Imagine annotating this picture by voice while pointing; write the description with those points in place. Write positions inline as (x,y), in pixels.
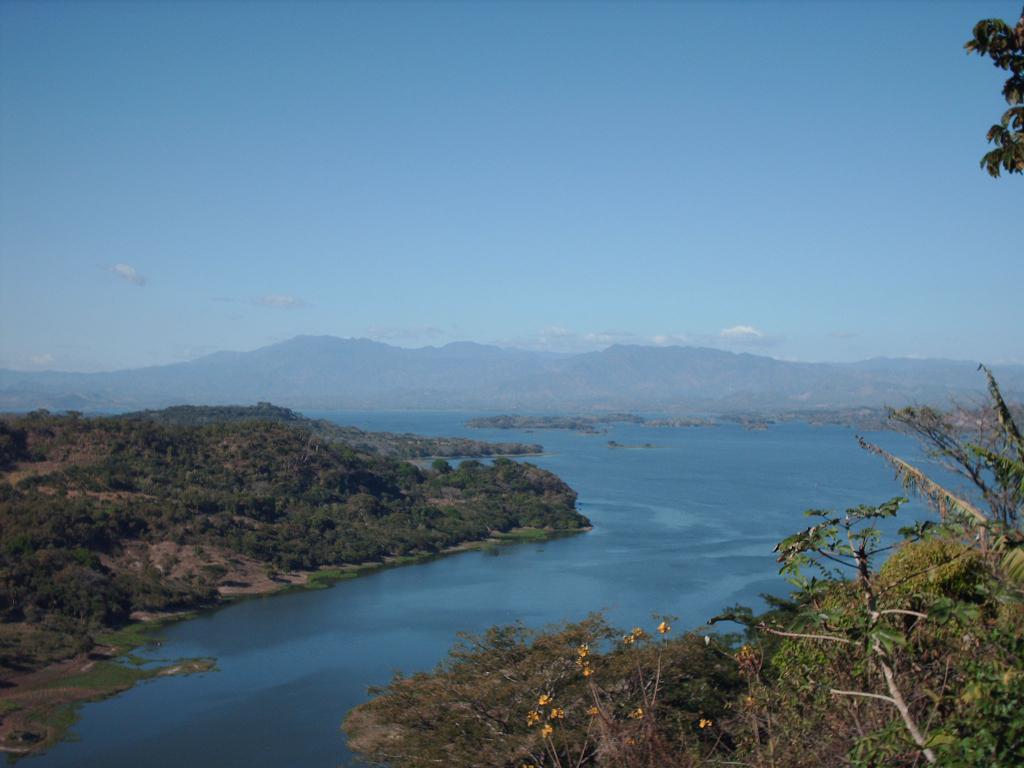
In this image we can see trees (455,763), water (437,616), hills (294,410) and the sky (527,214) with clouds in the background (574,214).
